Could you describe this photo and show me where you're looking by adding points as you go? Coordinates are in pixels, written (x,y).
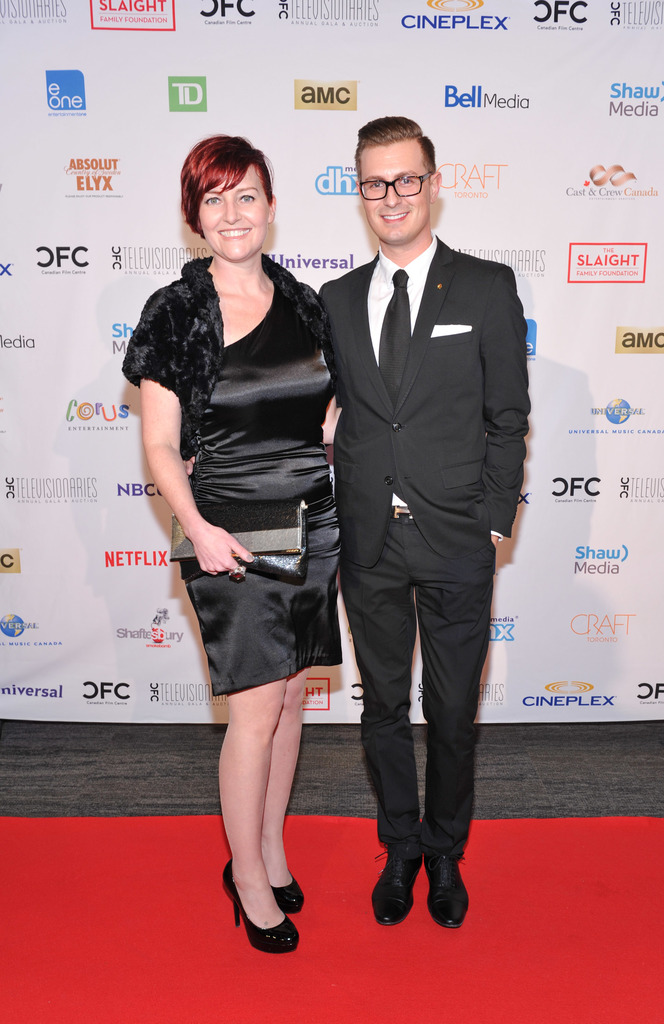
In the background (401,38) we can see a hoarding (487,115). We can see a man (429,535) and a woman (265,398) in the black attire (291,412) and they both are smiling. A woman (232,243) is holding a purse (270,546) in her hand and a man (411,211) wore spectacles (380,197). At the bottom (367,990) we can see a red carpet (378,948).
